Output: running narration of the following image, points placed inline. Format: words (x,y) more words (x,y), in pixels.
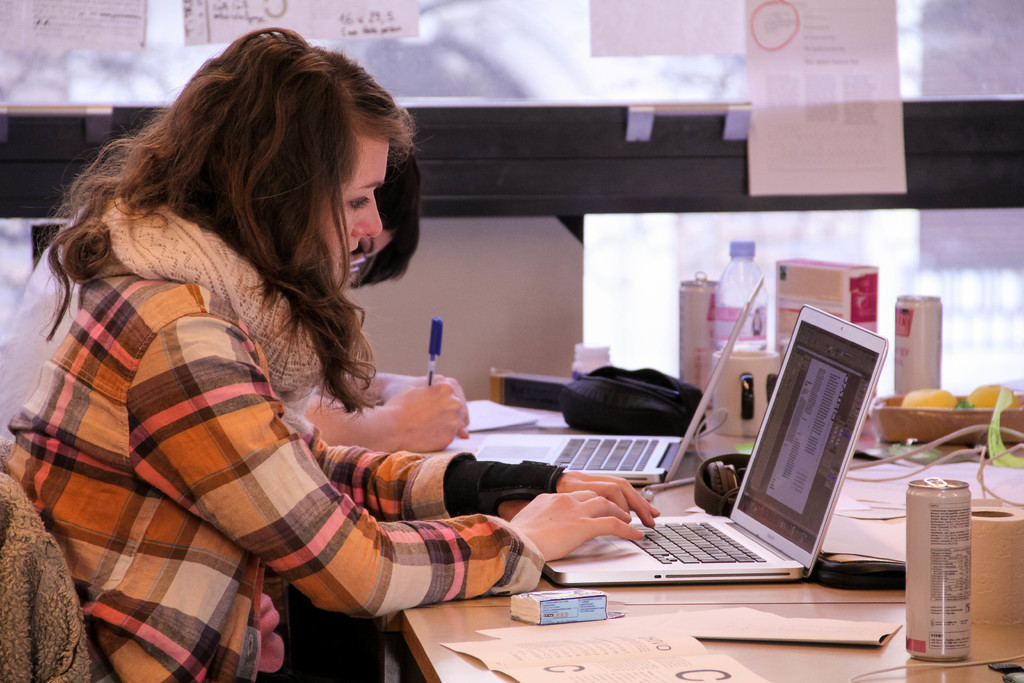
This woman (323,456) wore shirt (190,411), scarf (219,273) and working on a laptop (791,520). Beside this woman (247,346) another woman (374,274) is holding a pen (432,381). On this glass window (430,18) there are papers (753,35). On this table (723,647) there are papers (678,623), laptops (662,542), pouch (635,391), bottle (728,303), tin (705,315), cup (738,386), tray (909,422), headset (725,475) and paper roll (1013,575).
